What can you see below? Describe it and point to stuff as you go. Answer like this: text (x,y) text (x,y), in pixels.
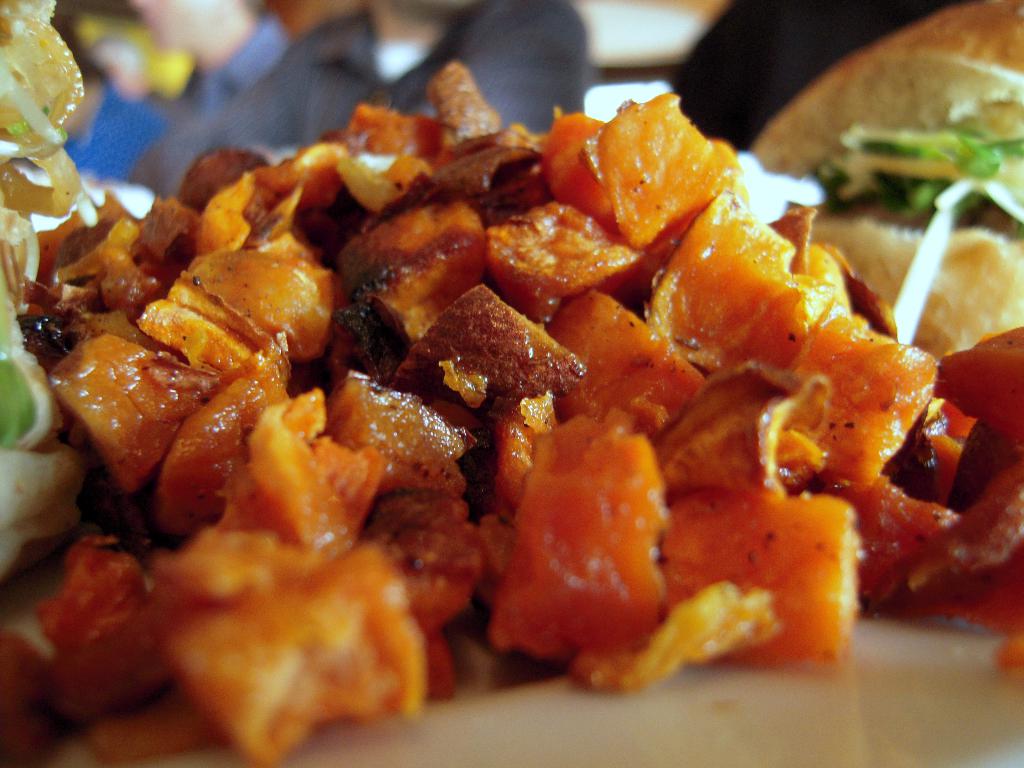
In this picture we can see food items (482,330) on an object (564,693). Behind the food items (611,366), there is the blurred background (758,48).
